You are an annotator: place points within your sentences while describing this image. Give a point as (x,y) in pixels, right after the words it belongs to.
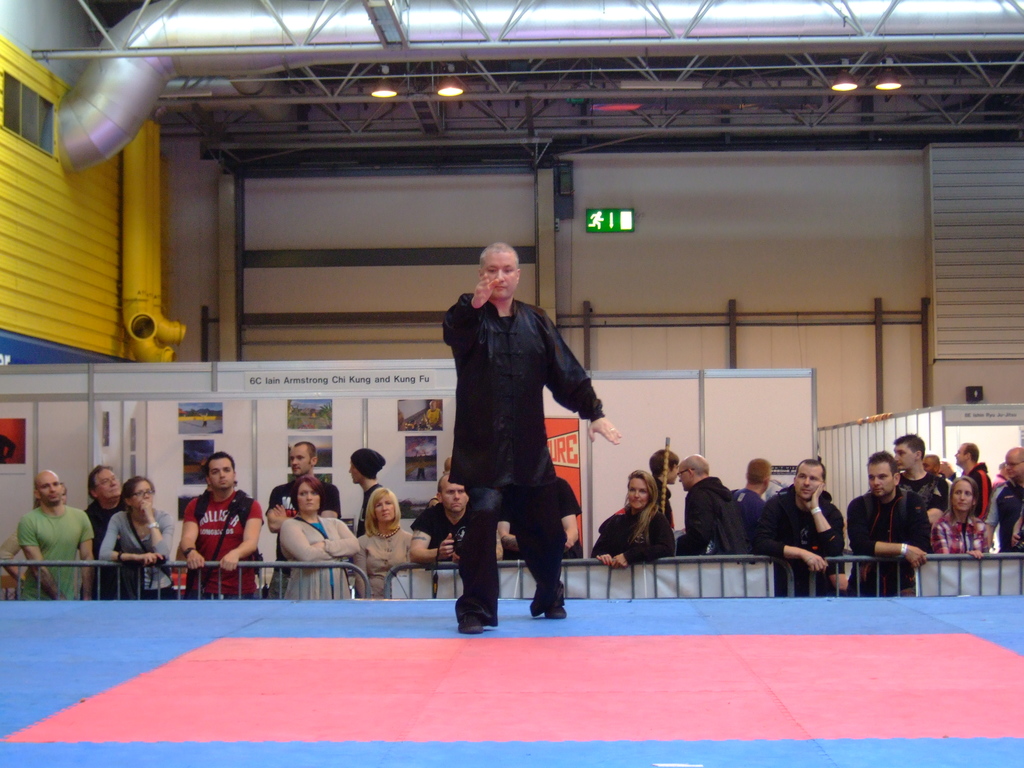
In the center of the image (501,296) we can see a man (570,392) standing. In the background (233,597) there are people (971,543), fence (607,574), boards (546,410) and a wall (594,235). At the top (389,96) there are lights (843,79).
